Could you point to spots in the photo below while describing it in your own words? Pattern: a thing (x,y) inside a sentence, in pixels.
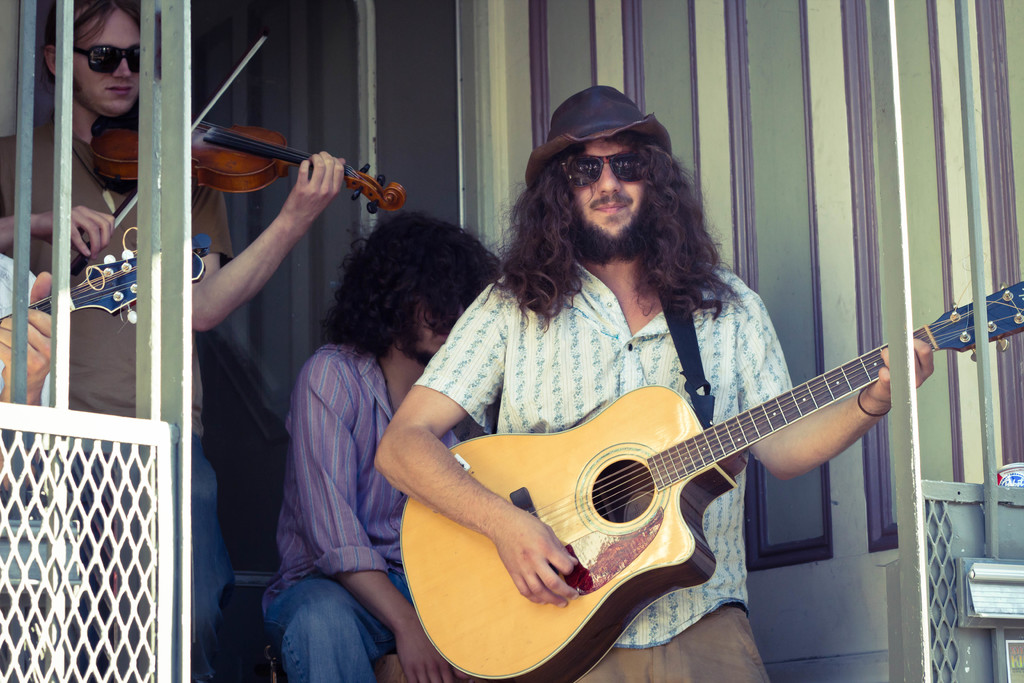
In this image I see 3 persons (208,650), in which 2 of them (112,0) are holding the musical instruments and one of them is sitting. In the background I see the wall (866,654).
